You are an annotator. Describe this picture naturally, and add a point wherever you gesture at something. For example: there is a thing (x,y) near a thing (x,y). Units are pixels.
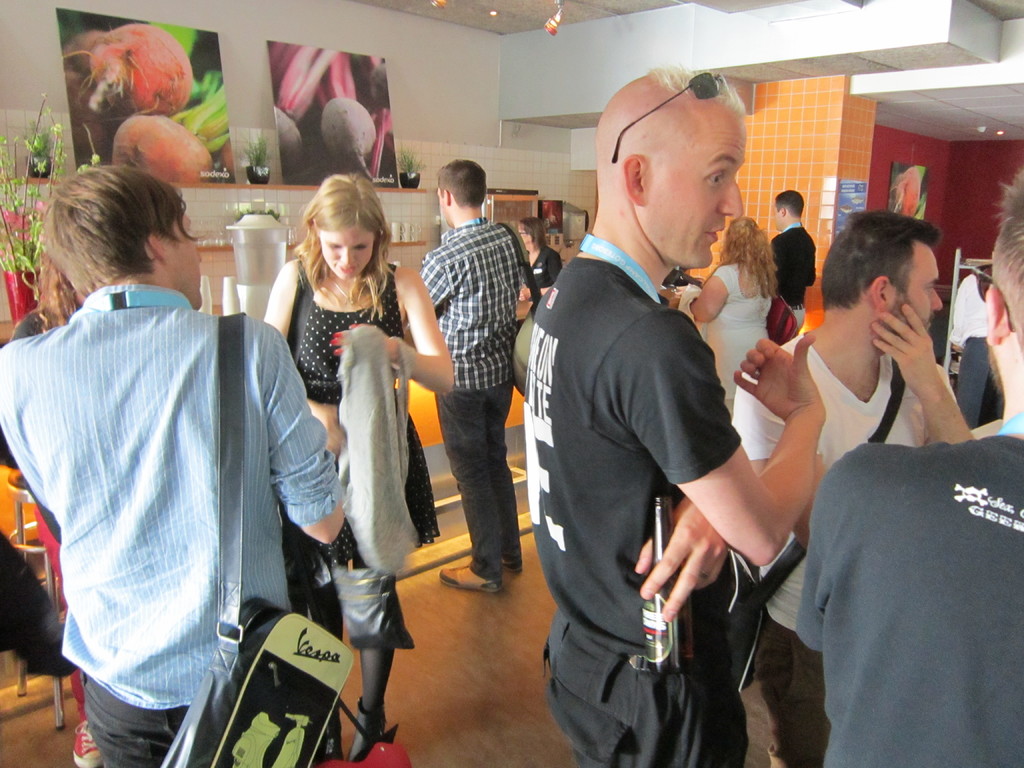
In this image we can see many people (632,516) and they are carrying some objects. There are paintings (216,124) in the image. There are few objects (6,259) in the image. There are few lights (549,21) in the image.
